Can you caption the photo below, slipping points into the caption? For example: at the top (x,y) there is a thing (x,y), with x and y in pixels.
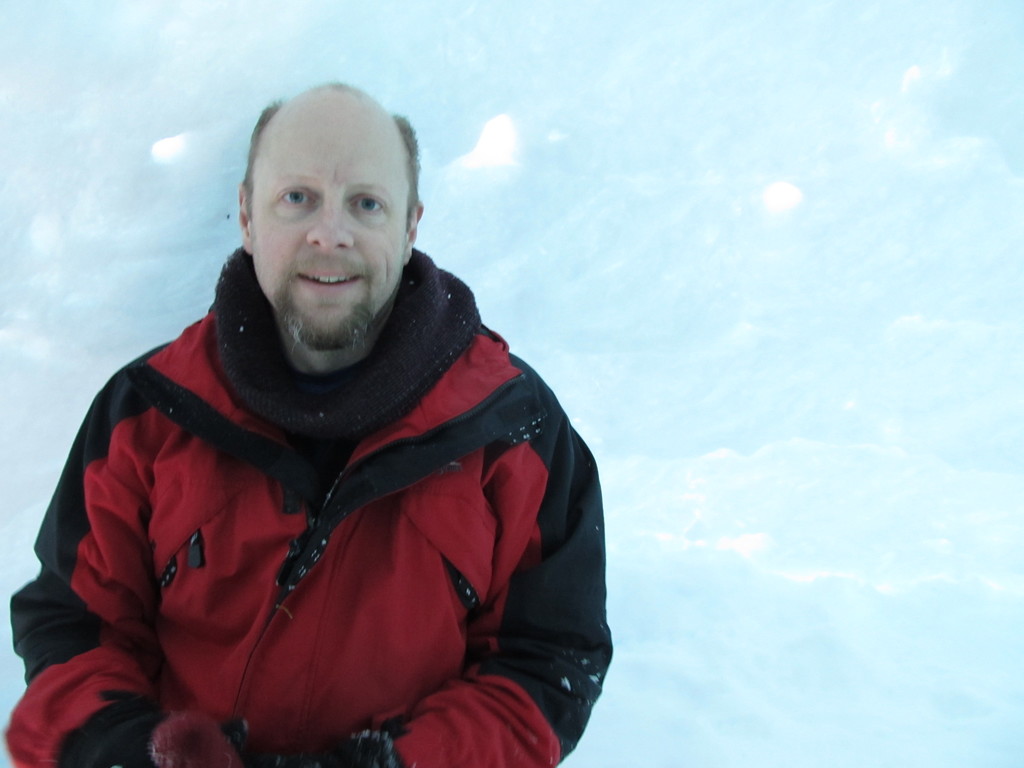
In the picture we can see a man (342,682) wearing a jacket (298,680) which is red and black in color and he is with a bald head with some hair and beard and in the background (544,123) we can see a wall (594,131) of snow (559,157).
